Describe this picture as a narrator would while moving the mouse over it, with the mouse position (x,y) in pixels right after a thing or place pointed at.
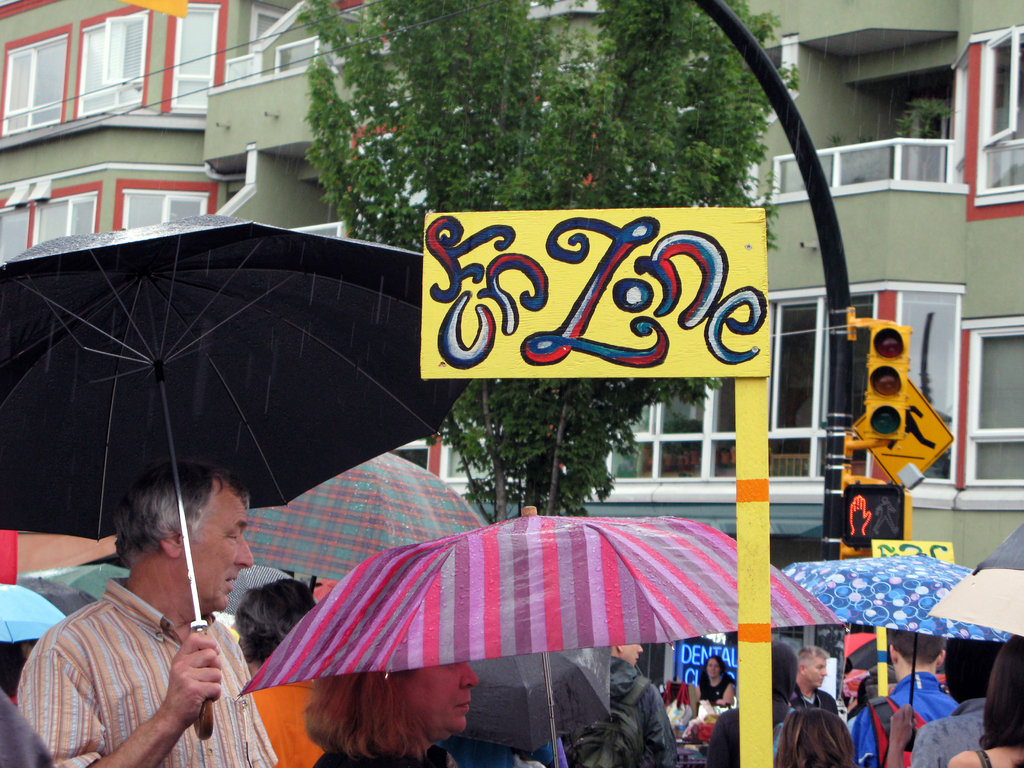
At the bottom of the image (286,670) there are many people (97,720) holding umbrellas (621,628) in their hands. And also there is a pole (752,514) with a sign board (663,239). Behind them there is a pole (828,199) with a sign board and traffic signal (861,527). In the background (863,138) there is a building (949,190) with walls (923,231), railings (919,154) and glass windows (981,423).
